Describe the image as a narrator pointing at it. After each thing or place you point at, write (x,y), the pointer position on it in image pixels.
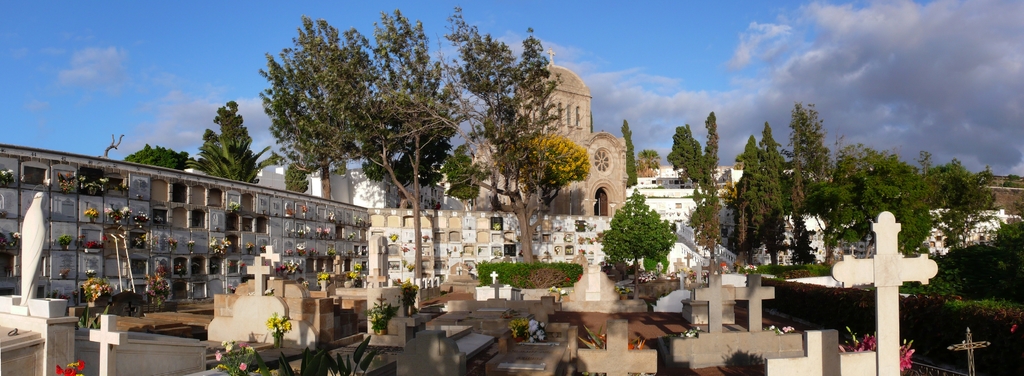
This is a cemetery (642,261). There are many cross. Also there are trees (750,195) and pots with flowering plants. On the left side (31,233) there is a statue (24,251). In the back (597,180) there is a church (590,163). Also there are trees (707,171) and sky (604,61).
